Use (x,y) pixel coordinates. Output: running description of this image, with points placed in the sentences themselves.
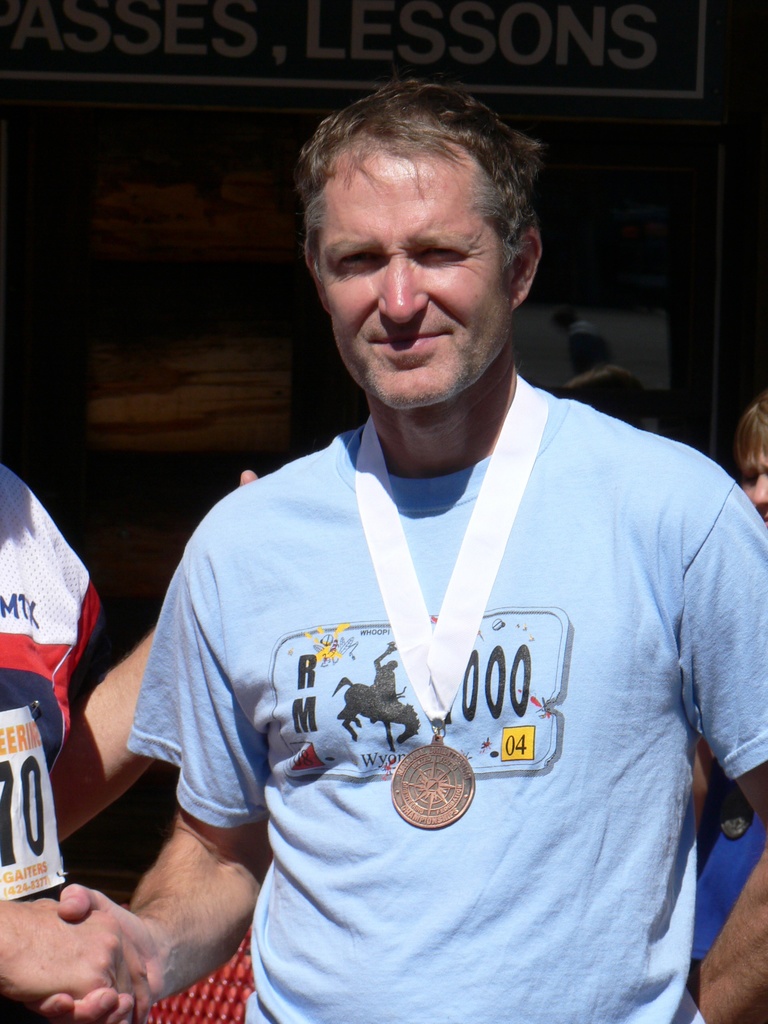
In this image I can see a person (590,716) wearing a blue colored t shirt (537,809) is standing and shaking hands (81,911) with another person (33,903). I can see the black colored background (535,10) and another person (749,467) behind him.
